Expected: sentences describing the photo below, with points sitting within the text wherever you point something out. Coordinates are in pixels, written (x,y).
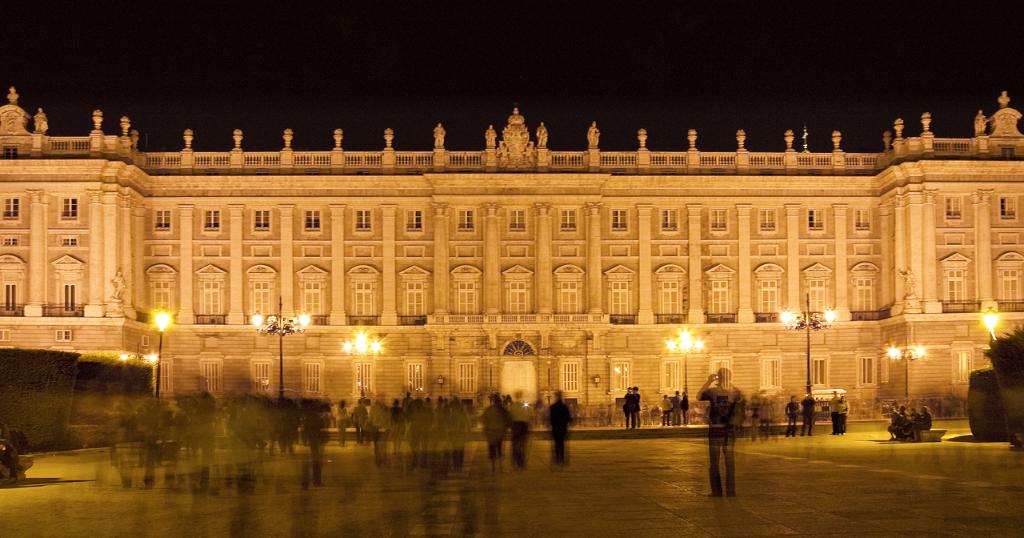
In the center of the image (539,225) there is a palace (548,233). At the bottom (439,428) there are people (804,424) and we can see poles (281,353). There are lights (366,338). In the background (535,88) there is sky (524,110).
